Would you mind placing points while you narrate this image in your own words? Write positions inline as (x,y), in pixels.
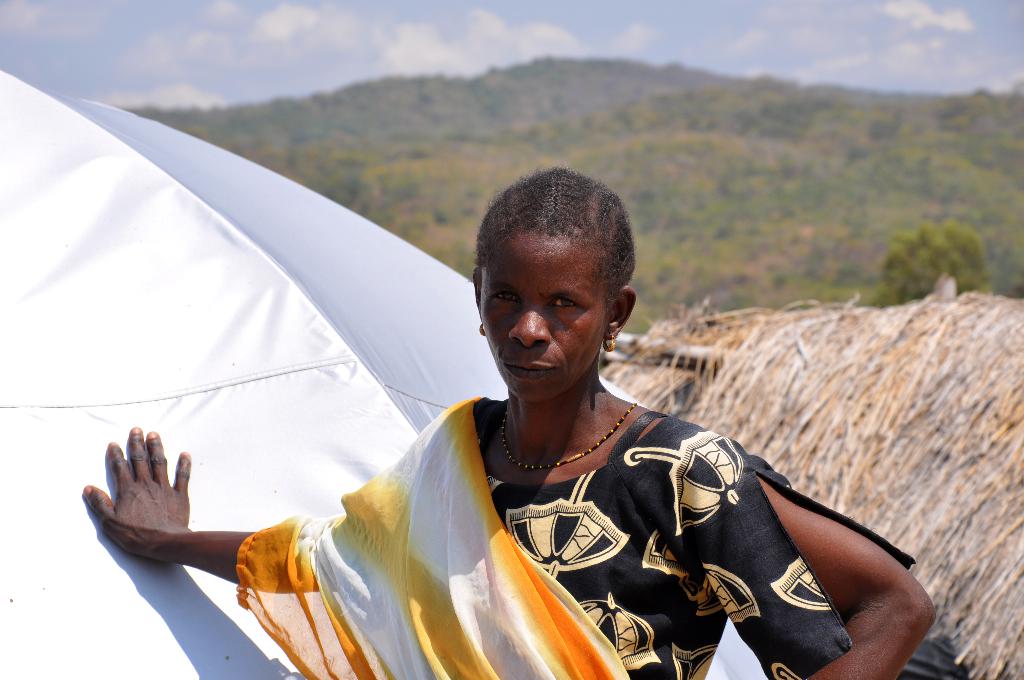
In the center of the image (573,309) a lady (741,531) is standing. On the left side of the image (248,301) we can see a tent (201,317). On the right side of the image (855,408) we can see dry grass (891,454). In the background of the image (679,214) we can see hills (665,176), trees (661,197). At the top of the image (665,48) clouds (638,48) are present in the sky (638,48).
